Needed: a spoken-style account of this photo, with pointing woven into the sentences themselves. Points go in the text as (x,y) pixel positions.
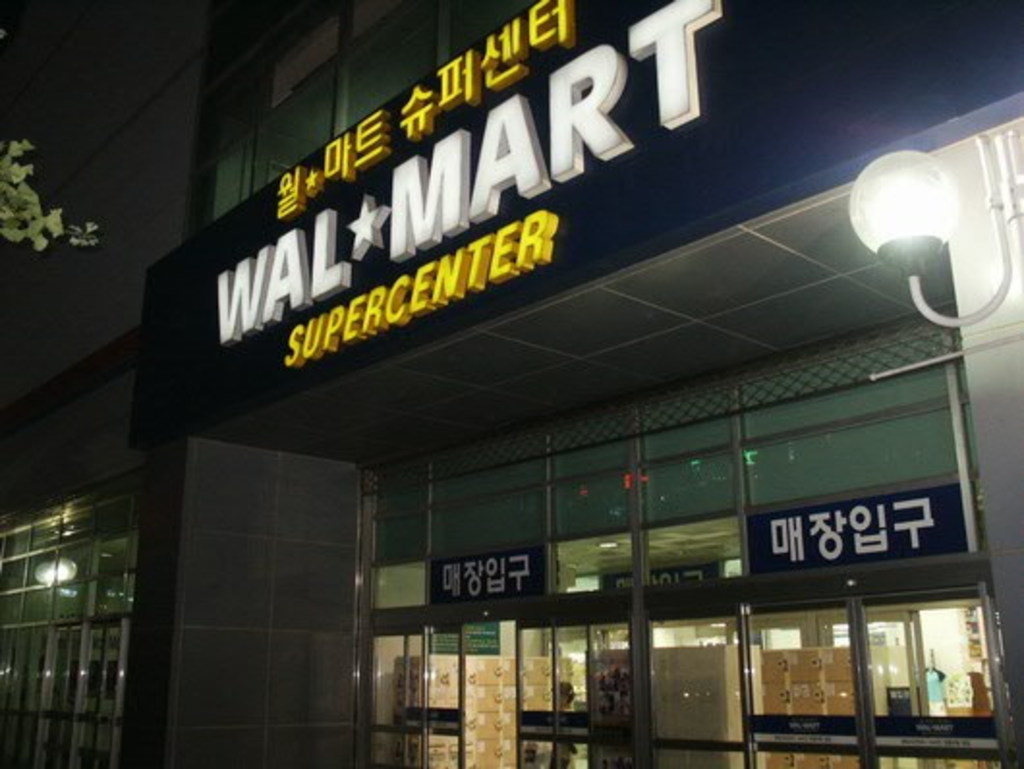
In this image I can see few buildings (476,416), few lights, few boards (805,726), few cardboard boxes (767,704) and a tree (14,233). In the background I can see the dark sky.
